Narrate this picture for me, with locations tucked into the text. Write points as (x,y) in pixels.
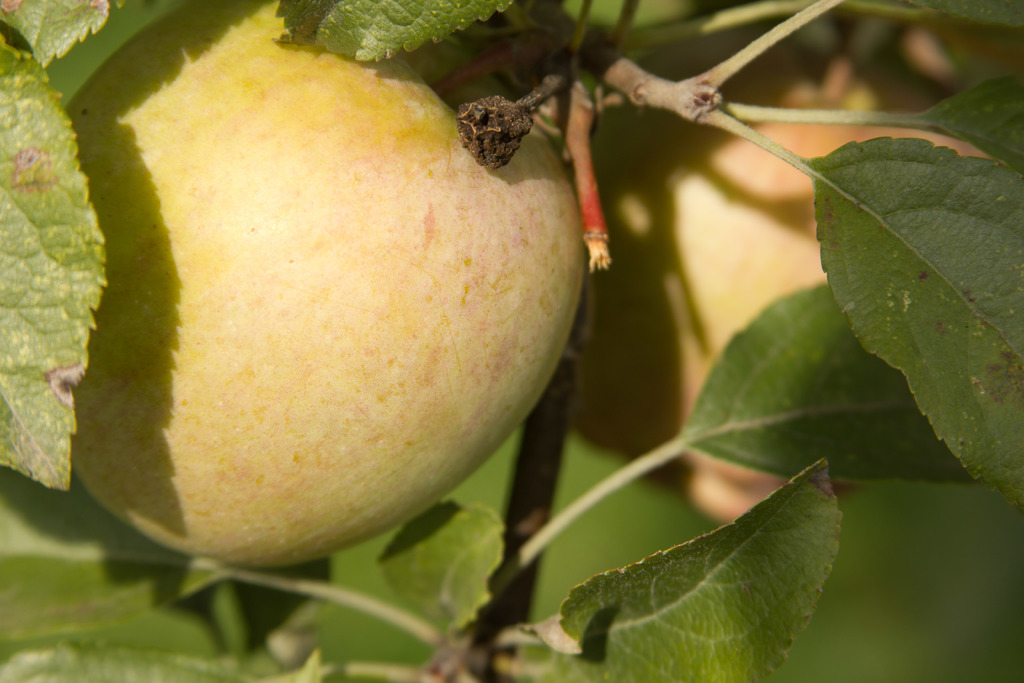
In this picture we can see fruits (835,130) and a few green leaves (701,657).
